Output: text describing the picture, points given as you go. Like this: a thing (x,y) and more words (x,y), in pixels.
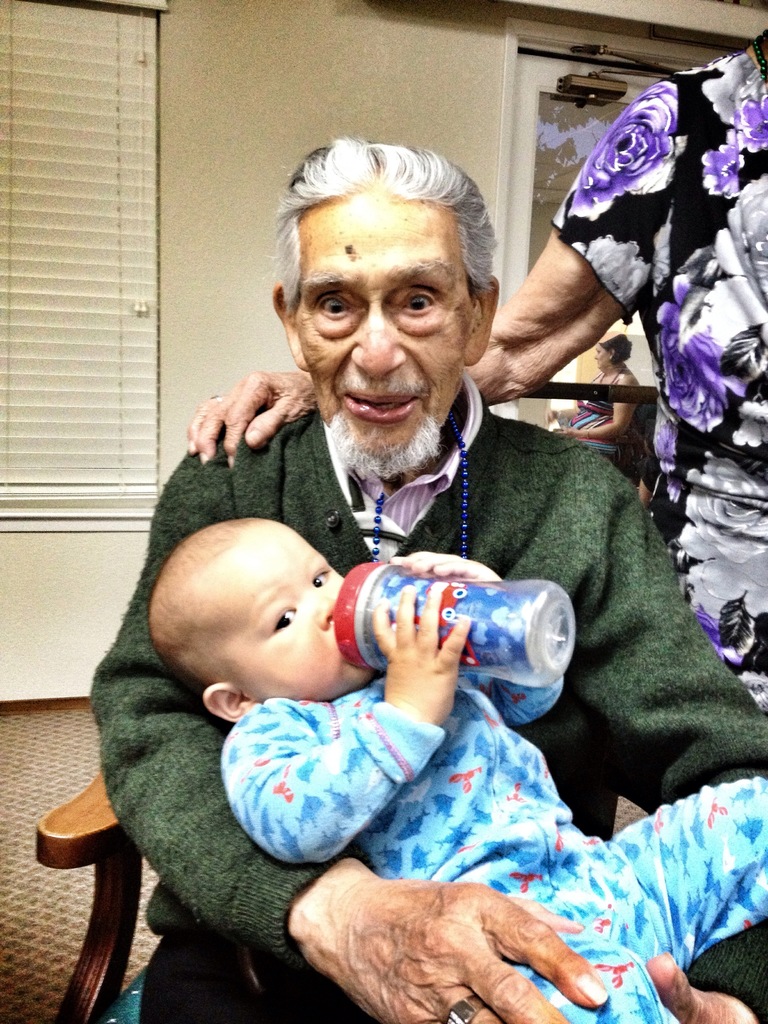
In this image we can see a man (679,705) sitting on a wooden chair (102,938) and he is holding a baby boy (423,791) in his hands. Here we can see a woman (624,260) standing on the right side (661,421).
